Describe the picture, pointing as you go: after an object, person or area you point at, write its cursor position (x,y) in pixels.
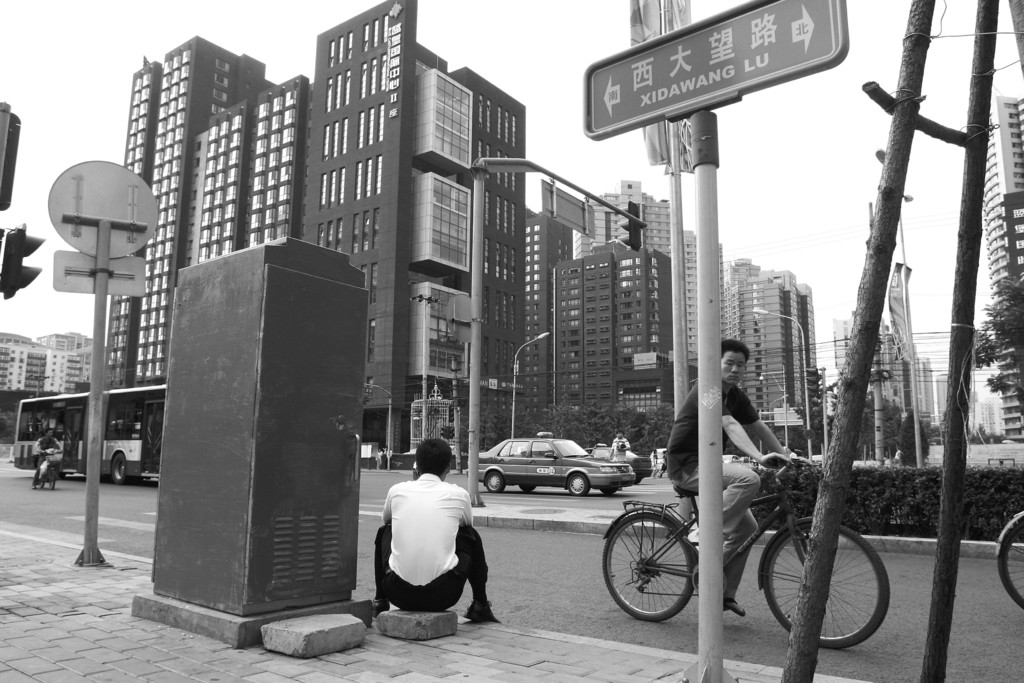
In this image I can see few people (414,557) where one man (672,444) is cycling a cycle (641,615) and another one is sitting. I can also see few buildings (396,181), few sign boards (738,12) and few vehicles (541,436). Here I can see a tree (1006,344).
